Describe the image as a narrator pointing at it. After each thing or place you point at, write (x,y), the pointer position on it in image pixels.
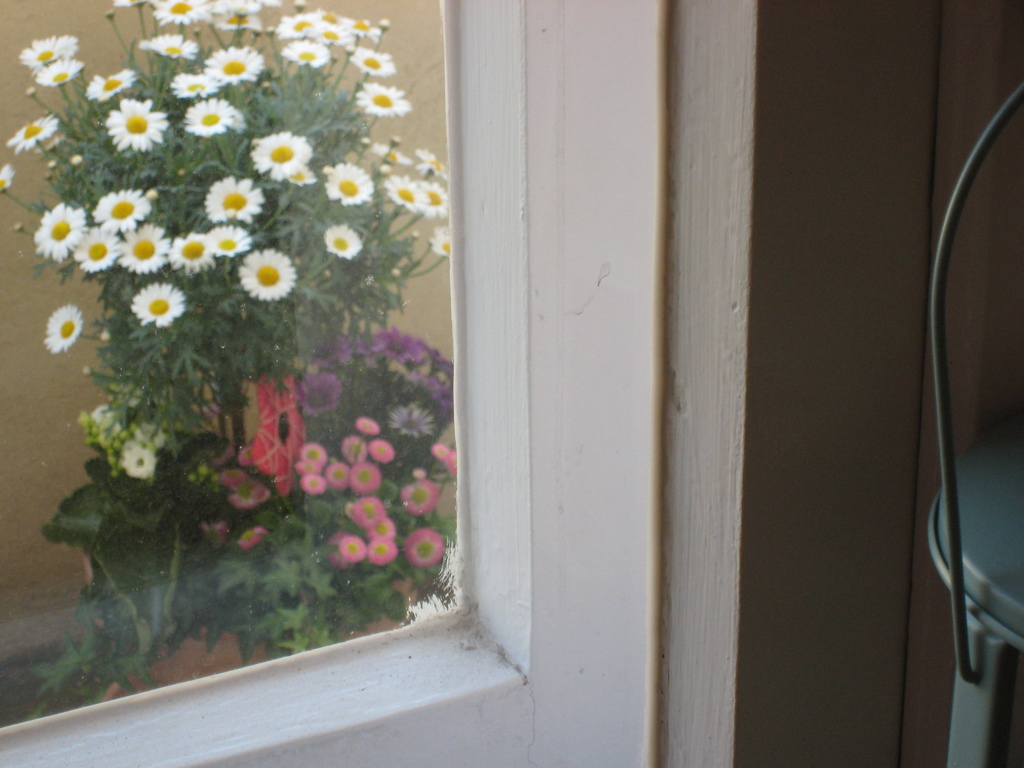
In this picture we can see an object (957,515) and a wall (805,455) with a glass window (32,299). Behind the window (78,364) there are plants (230,290) with flowers (258,268).
